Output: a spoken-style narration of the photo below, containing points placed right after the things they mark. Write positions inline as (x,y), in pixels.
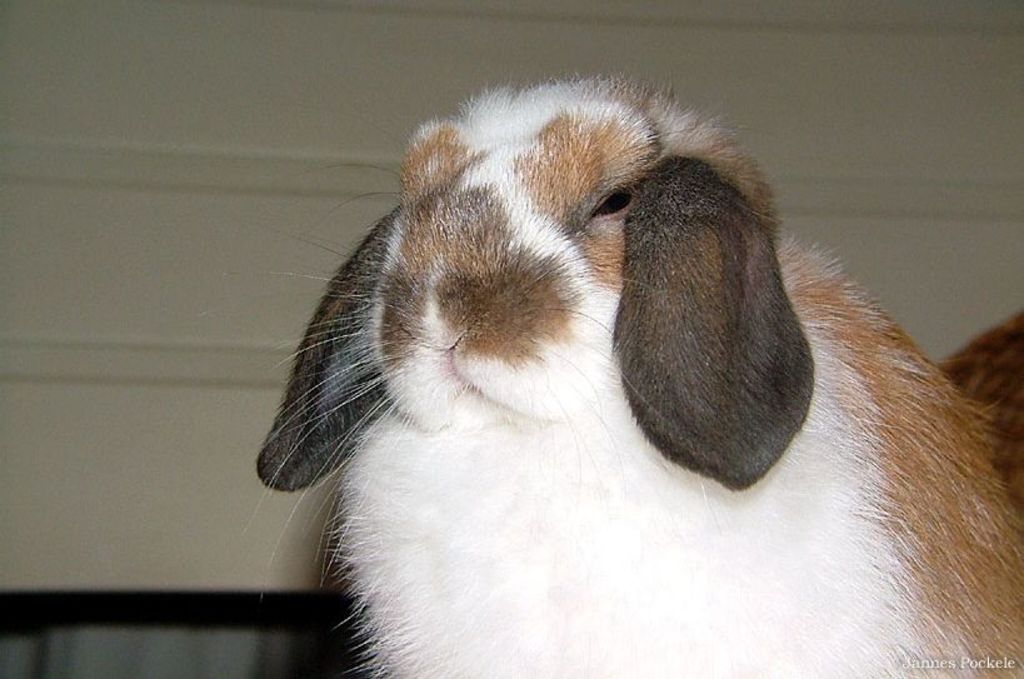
In this image, I can see a fluffy rabbit (654,493). In the background (298,282), there is the wall (718,95). At the bottom right side of the image (938,671), this is the watermark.
